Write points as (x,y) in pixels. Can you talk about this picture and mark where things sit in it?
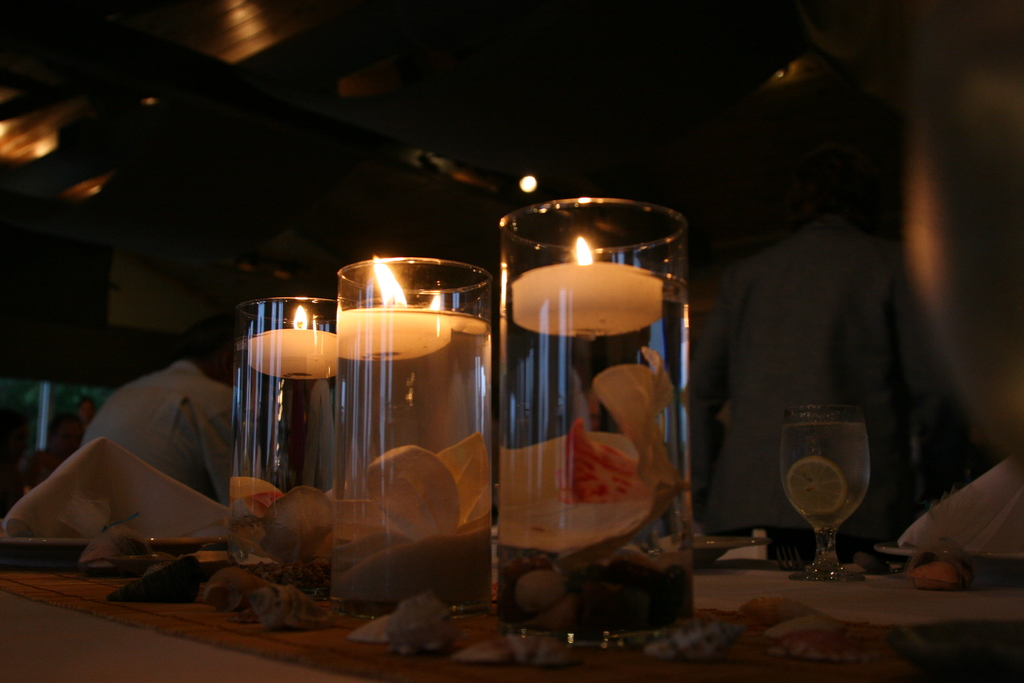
In the foreground (571,428), I can see candles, glasses (612,521) and some objects (223,596) on a table (504,668). In the background (898,404), I can see a group of people (909,415) and lights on a ceiling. This image taken, maybe in a hotel.
